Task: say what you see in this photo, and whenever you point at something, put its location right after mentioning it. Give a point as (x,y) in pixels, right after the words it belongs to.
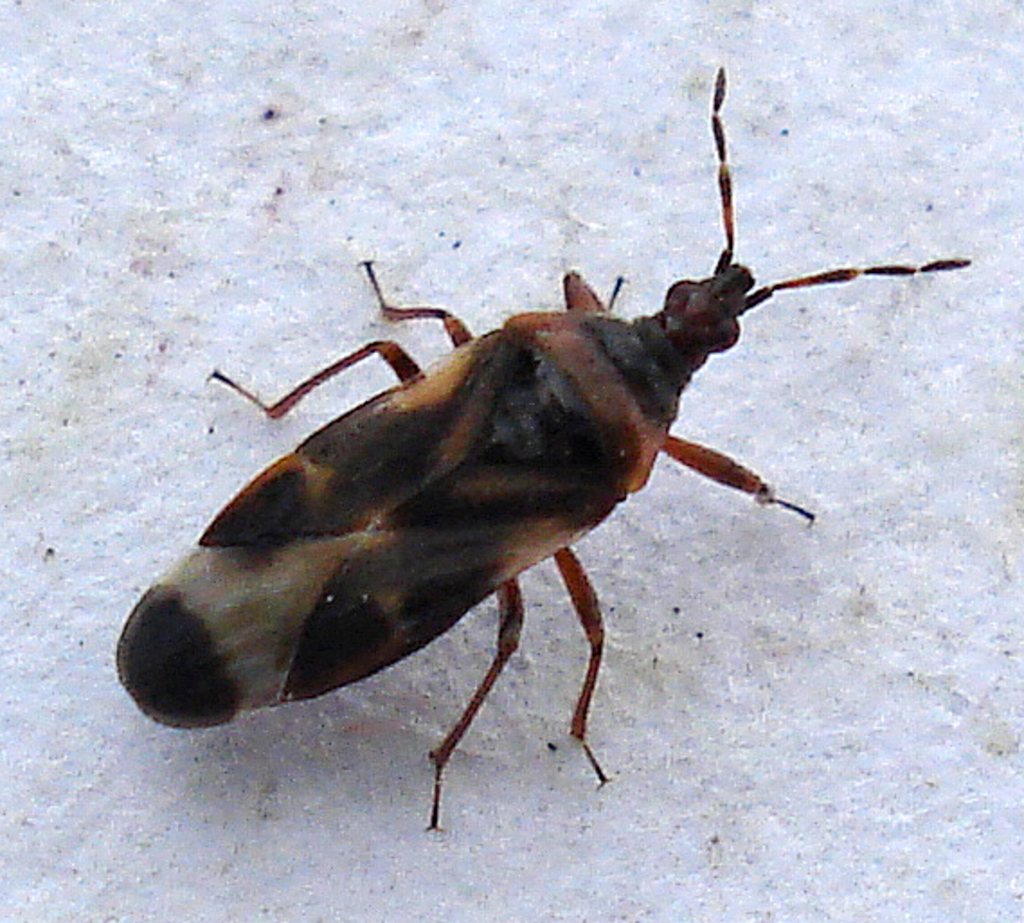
In the picture I can see an insect (494,519) on a white color surface (323,390).
